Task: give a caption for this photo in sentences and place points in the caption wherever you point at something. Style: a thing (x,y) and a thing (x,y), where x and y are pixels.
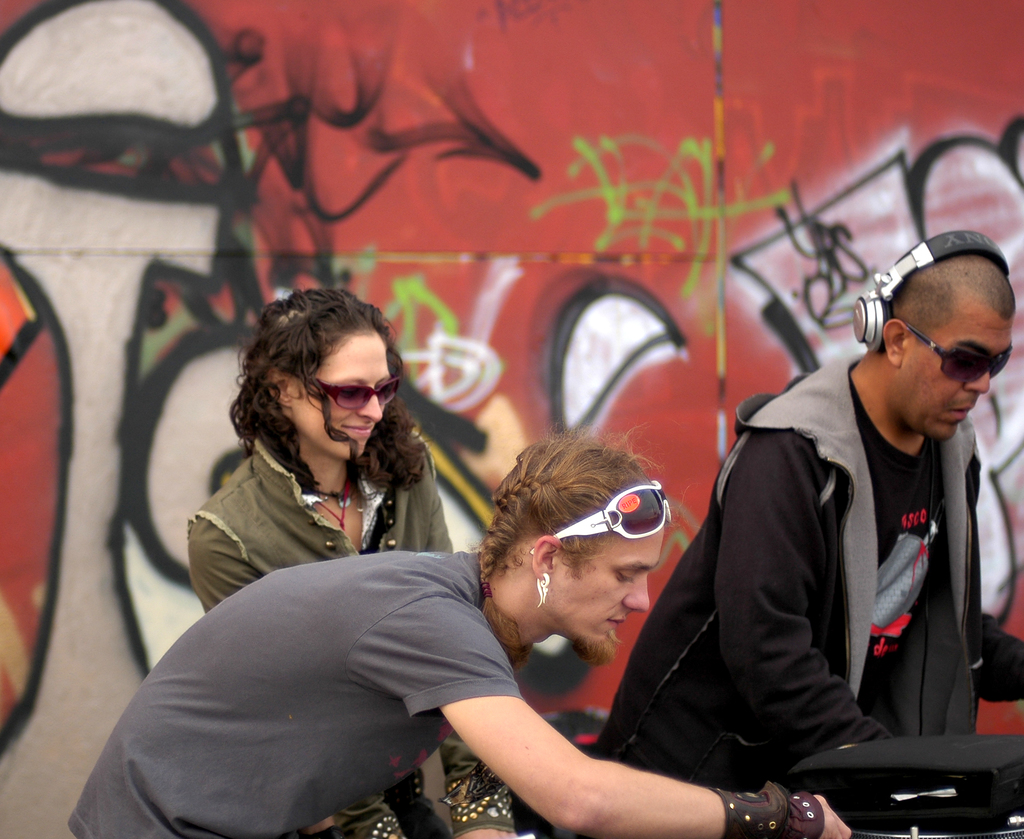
As we can see in the image in the front (556,765) there are few people (720,549) here and there and in the background (41,777) there is a building (311,177).
